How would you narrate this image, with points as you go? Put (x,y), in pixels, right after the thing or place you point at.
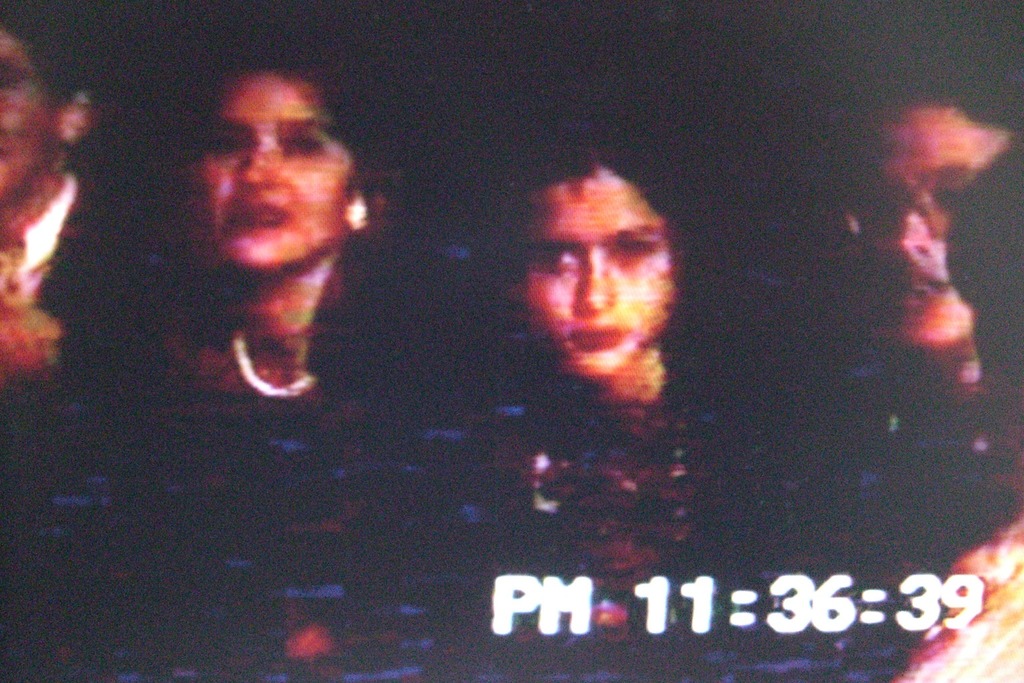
In this picture, we see four people (273,121) in black color dresses (645,560). This picture is clicked in the dark. At the bottom of the picture (503,583), we see the timing (797,626) of that picture captured and this picture is blurred.
